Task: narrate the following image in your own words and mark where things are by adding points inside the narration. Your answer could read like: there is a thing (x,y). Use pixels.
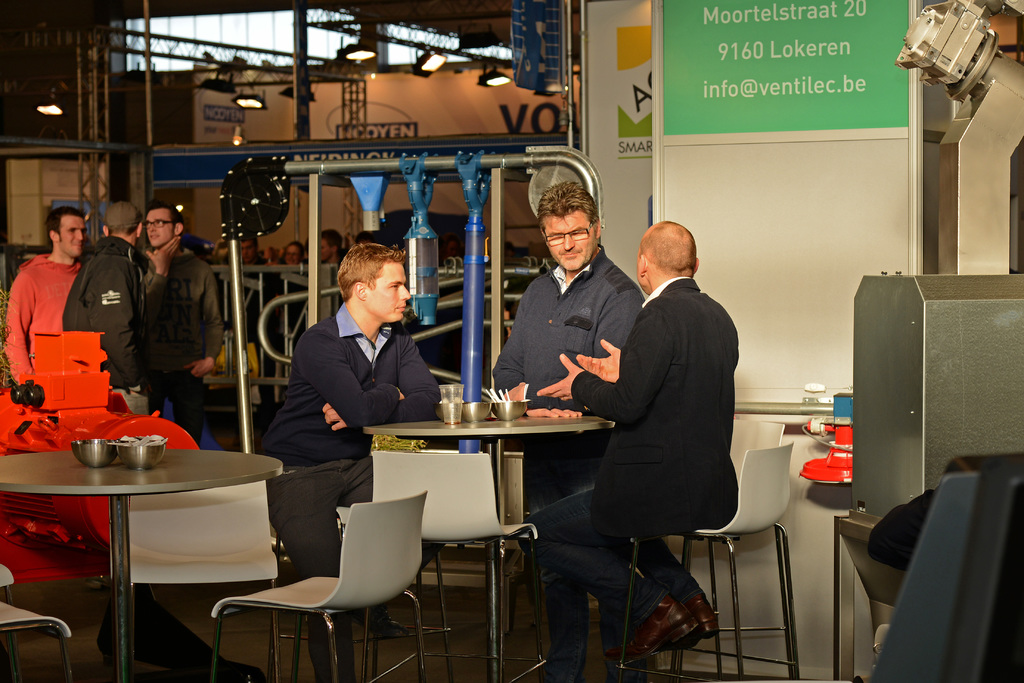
In the image in the center (371,360) we can see three persons (692,342) were around the table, two sitting on chairs (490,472). On the left (130,233) we can see three persons (75,281) were standing and front we can see table (82,479) and empty chairs (257,593). On left (11,507) we can see one machine (96,348). Coming to background (280,254) we can see few persons (294,255) were standing.
